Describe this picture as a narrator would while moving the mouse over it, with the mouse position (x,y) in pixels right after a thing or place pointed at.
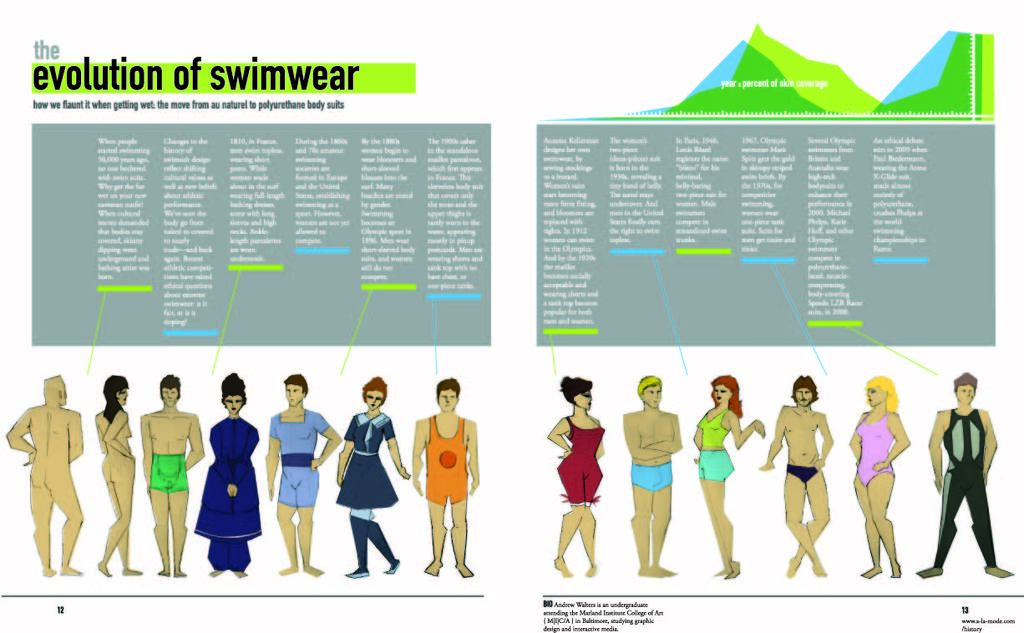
In this image I can see there are few graphic images (305,437) of persons (309,451) and text (386,146) visible.
